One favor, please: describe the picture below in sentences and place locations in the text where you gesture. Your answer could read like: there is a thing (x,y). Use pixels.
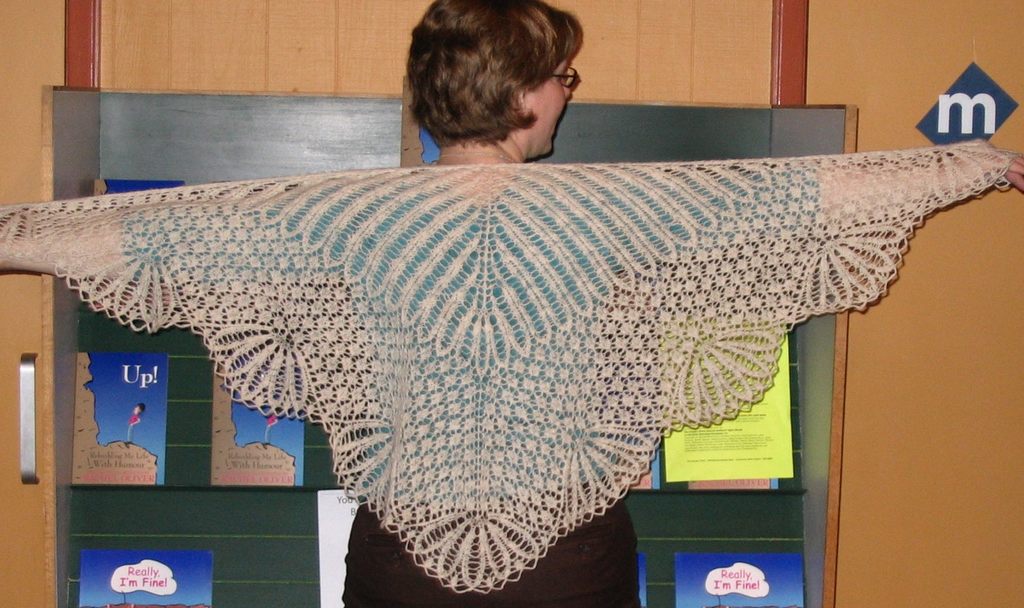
In this picture we can see a woman (500,294). There are posters (705,586) on the board (99,544). In the background (873,73) we can see a wooden wall (876,95) and a handle (23,404).
